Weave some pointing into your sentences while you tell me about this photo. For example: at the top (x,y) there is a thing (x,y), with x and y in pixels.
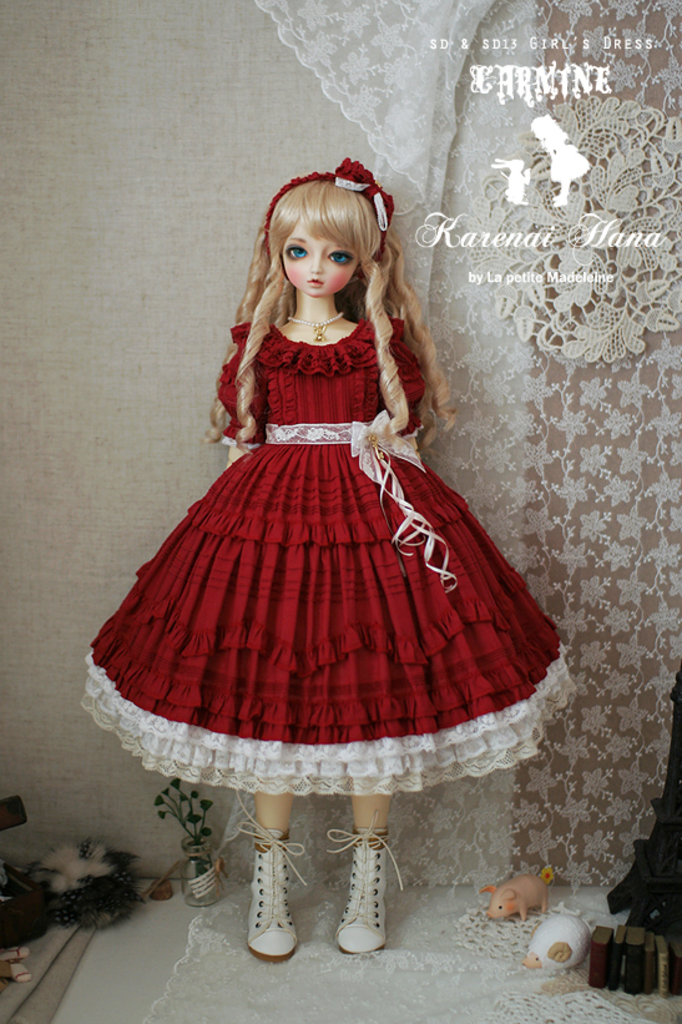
We can see doll (277,539) standing on a cloth (602,992), toys (556,950), books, plant (204,813) in a glass vase (199,868) and some objects (107,909) on the surface (111,933), behind this doll (261,442) we can see wall (263,175) and white cloth (475,231) and we can see some text (438,240).
